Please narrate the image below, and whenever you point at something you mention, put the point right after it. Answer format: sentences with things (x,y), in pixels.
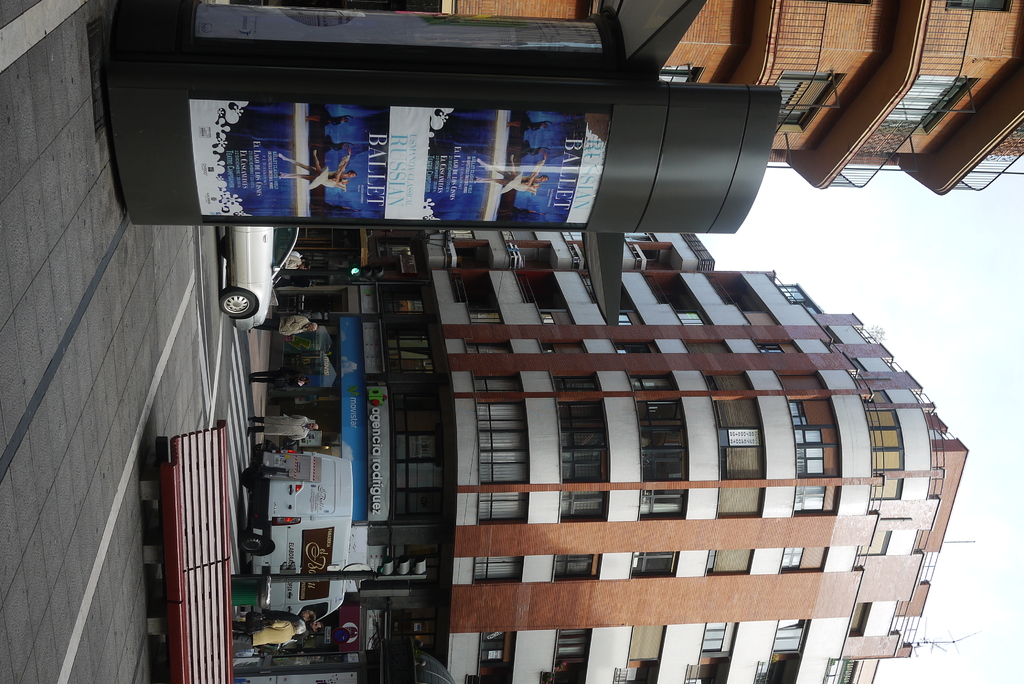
Here in this picture we can see buildings (768,43) present over a place (259,408) and we can see people (282,623) standing and walking on the road (241,401) over there and we can also see vehicles (262,250) present over there and on the left side (176,595) we can see a bench (178,592) present and we can also see banners (439,200) present over there.
